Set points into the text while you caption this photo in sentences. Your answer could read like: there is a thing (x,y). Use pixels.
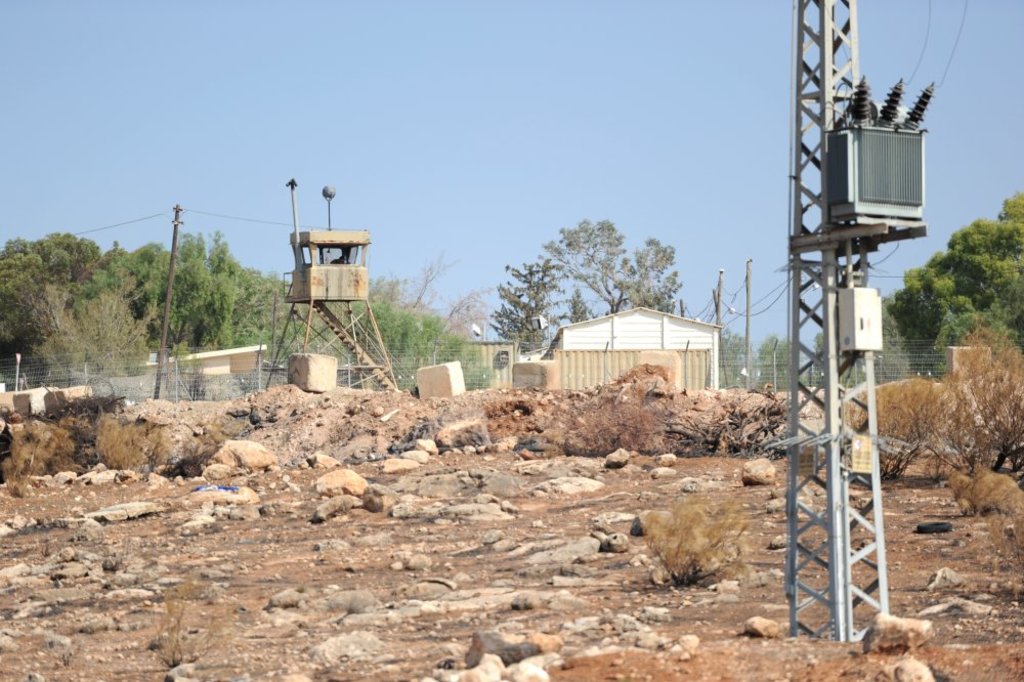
In this image we can see a transformer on a metal grill (835,359). On the backside (359,345) we can see a shed (391,388) with stairs (337,320), a house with roof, some electric poles (177,243) with wires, a fence (269,374), rocks (334,363) and some stones (485,519). We can also see some plants (681,554), a group of trees (204,329) and the sky (547,140) which looks clear.
